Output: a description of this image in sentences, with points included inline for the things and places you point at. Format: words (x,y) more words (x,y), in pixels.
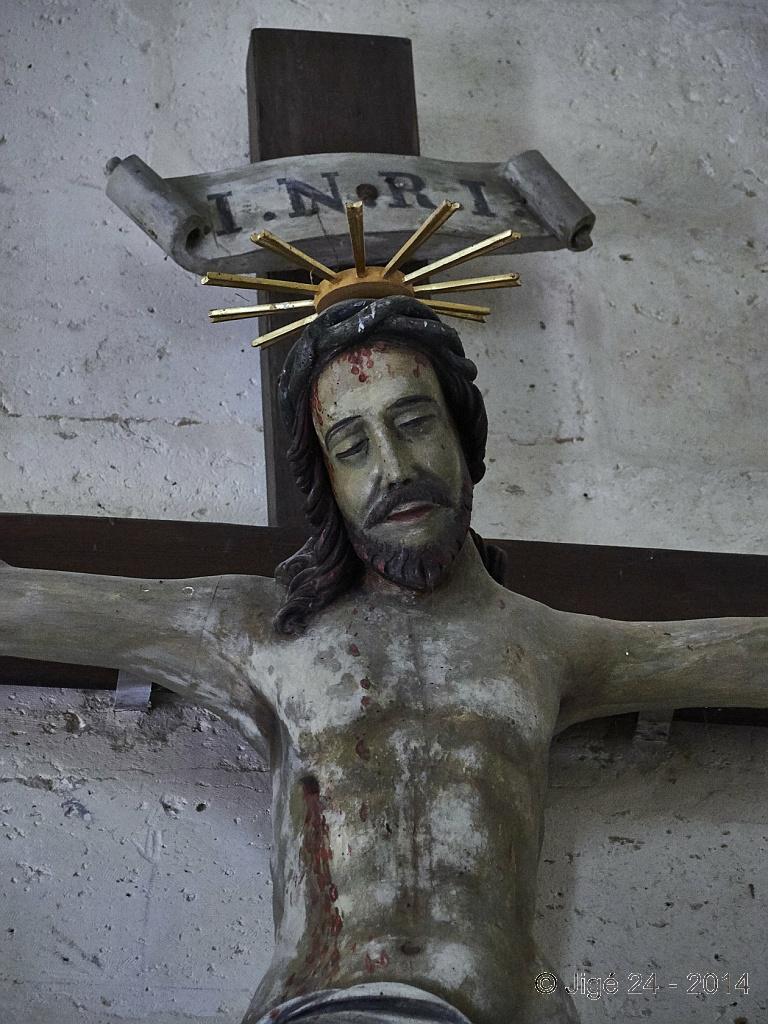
The picture consists of a sculpture (358,549). In the background (93,402) it is wall (110,797). At the bottom (605,980) there is text (629,991).
